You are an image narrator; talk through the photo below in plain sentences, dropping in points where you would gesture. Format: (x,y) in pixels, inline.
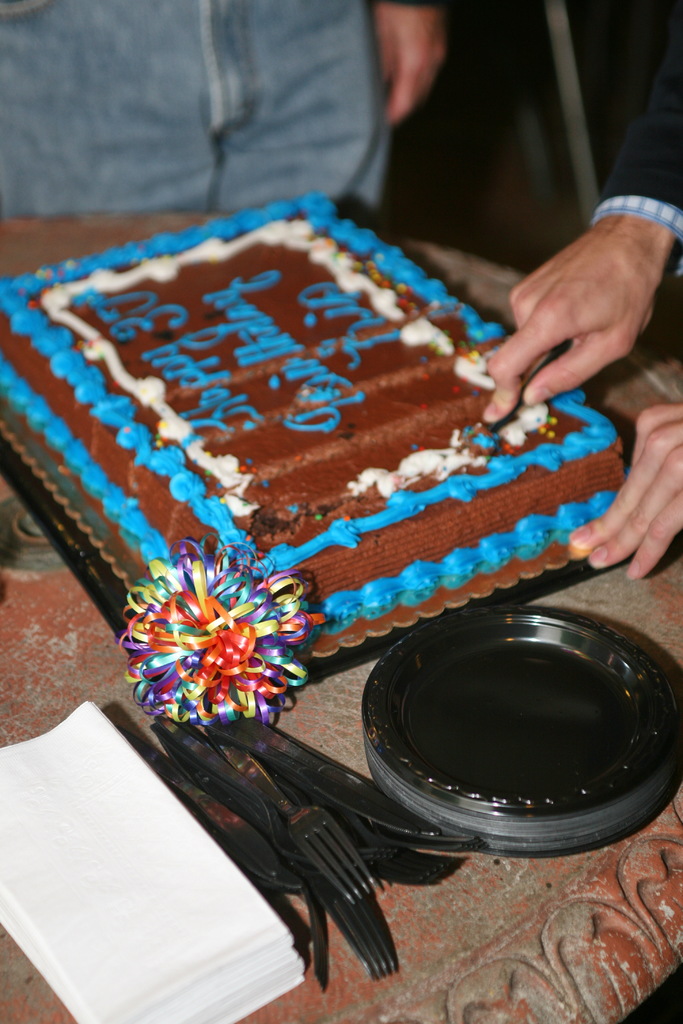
At the bottom of the image (190,787) there is a brown table (665,950) with tissues (137,830), forks (344,874) and black plates (525,768). And also there is a cake (317,560) with brown and blue cream (262,507). At the right corner of the image (621,253) there is a person hand (646,229) cutting the cake (205,263). And at the left top of the image (53,90) there is a person (93,185).
